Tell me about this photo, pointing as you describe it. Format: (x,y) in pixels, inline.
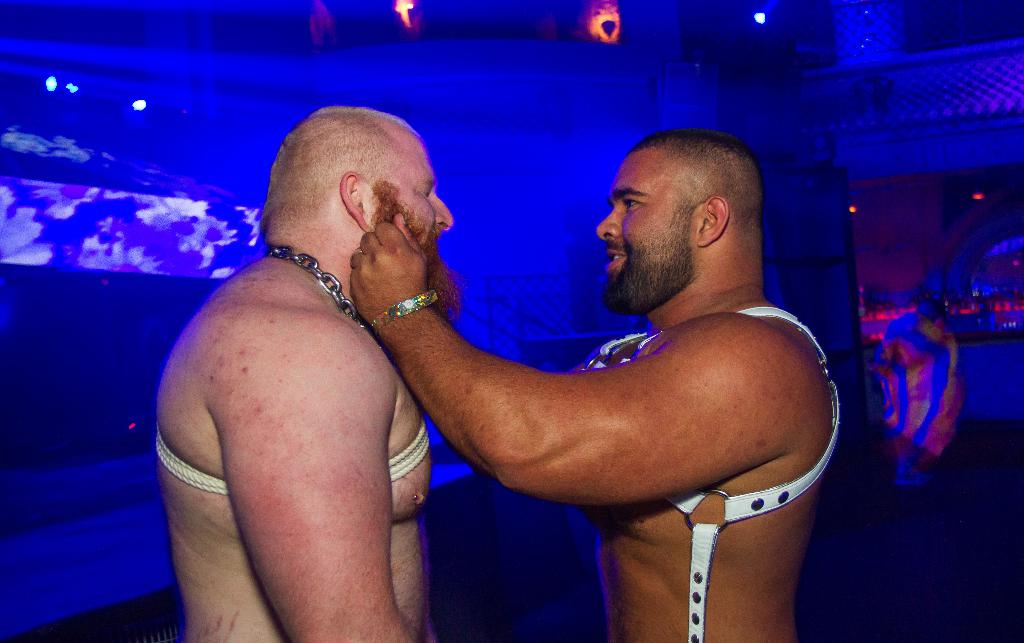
The person (681,432) in the right (702,448) is standing and holding the beard (421,244) of another person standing in front of him and the background (555,75) is blue in color.
